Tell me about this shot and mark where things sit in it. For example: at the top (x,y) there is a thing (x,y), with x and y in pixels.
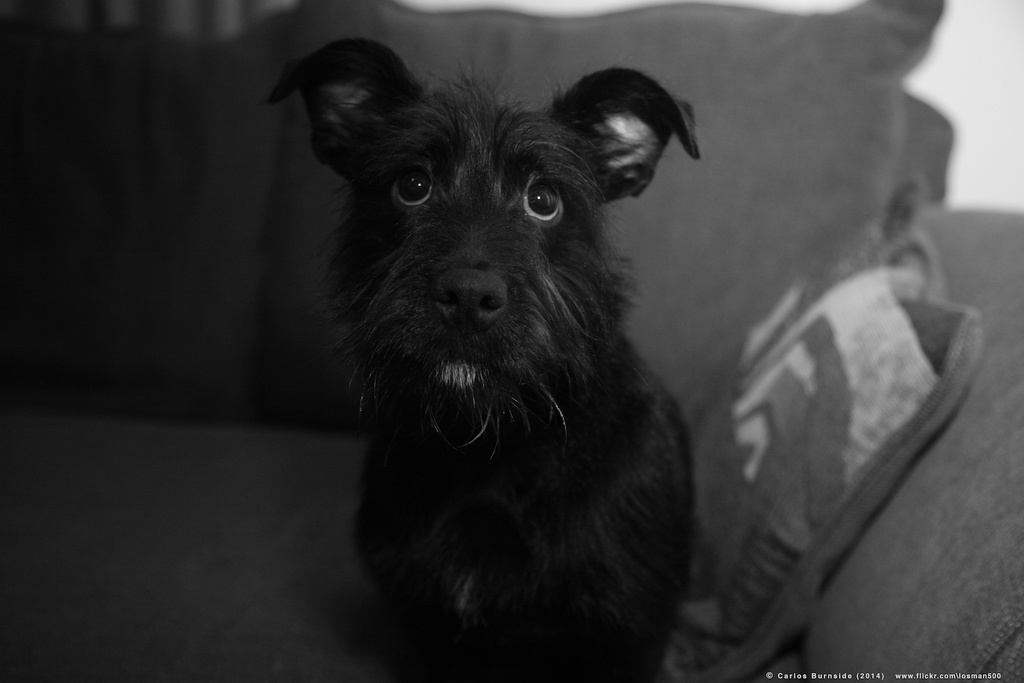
This is a black and white picture. Here we can see a dog (601,442) on the sofa (257,634) and there is a pillow (944,377).
